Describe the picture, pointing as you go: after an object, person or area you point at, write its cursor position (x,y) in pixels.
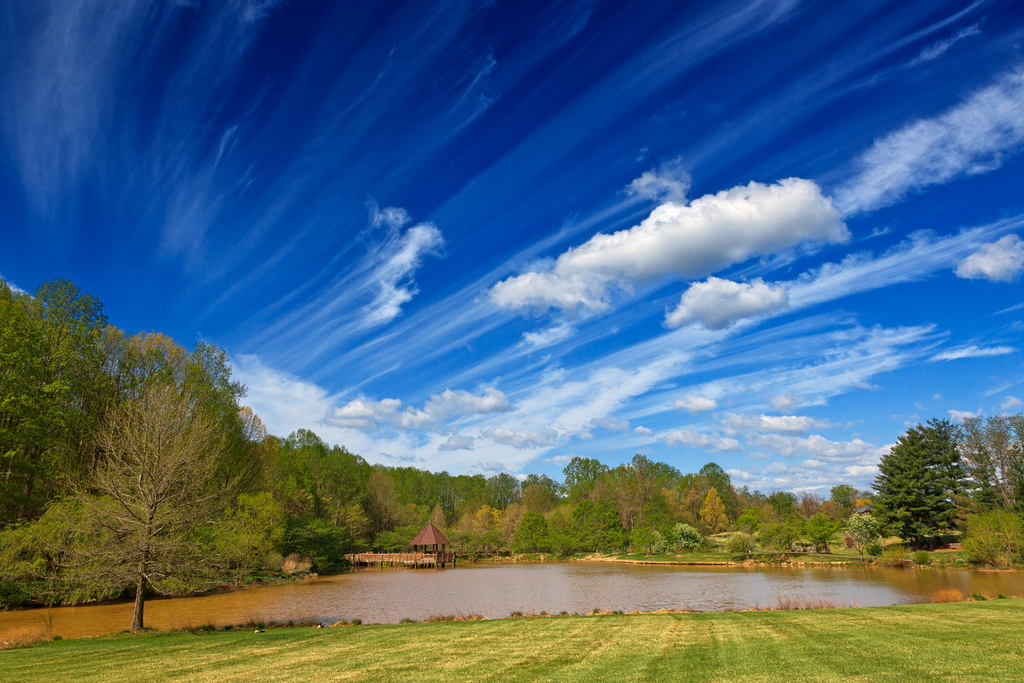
This is an outside view. At the bottom of the image (314,643) I can see the grass (380,655). In the middle of the image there is a pond (623,581). In the background (400,529), I can see many trees (246,522) and a shed (417,557). At the top of the image (308,167) I can see the sky (609,221) and clouds (643,254).
